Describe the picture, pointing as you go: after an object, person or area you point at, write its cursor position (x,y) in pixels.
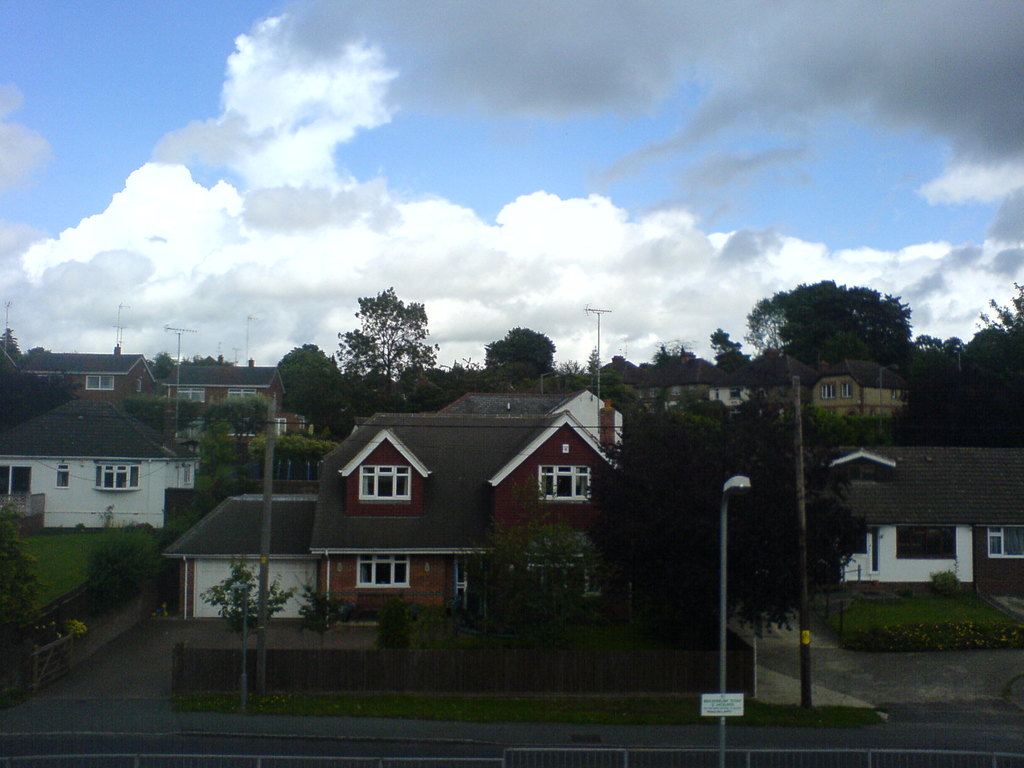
In this picture we can see there are houses (444,417), trees (453,393), poles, fences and a road (369,756). Behind the houses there is the cloudy sky (198,332).
